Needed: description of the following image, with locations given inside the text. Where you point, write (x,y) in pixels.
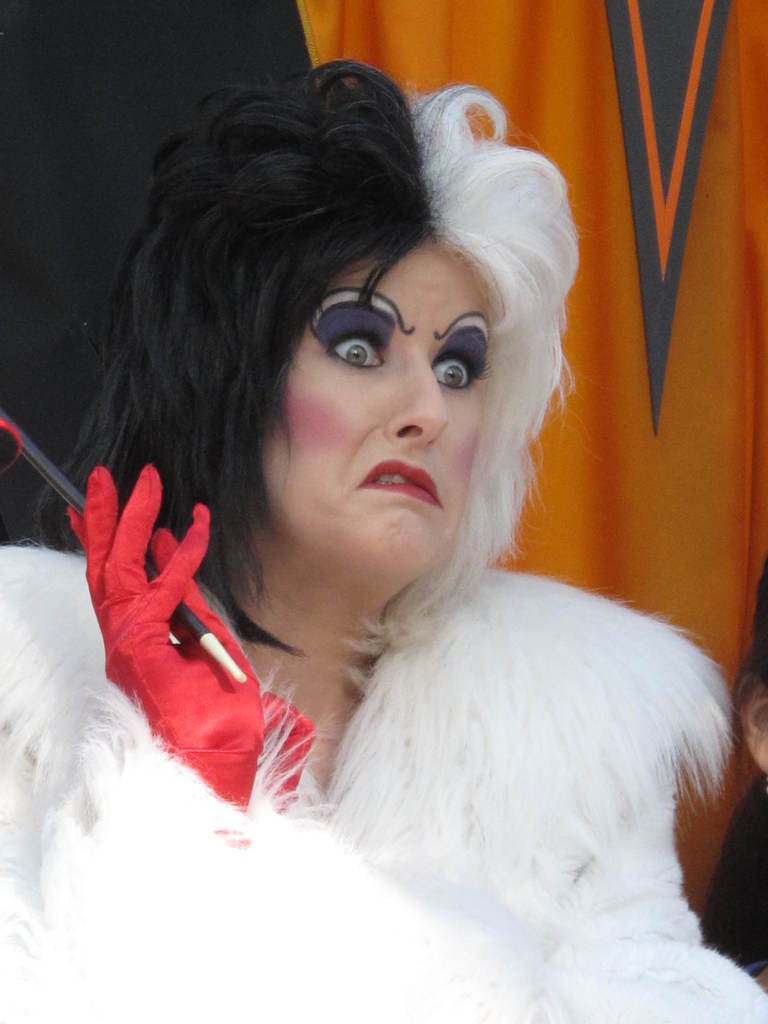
In this picture we can see a woman (442,912). In the background (22,101) there is a cloth (623,267).
